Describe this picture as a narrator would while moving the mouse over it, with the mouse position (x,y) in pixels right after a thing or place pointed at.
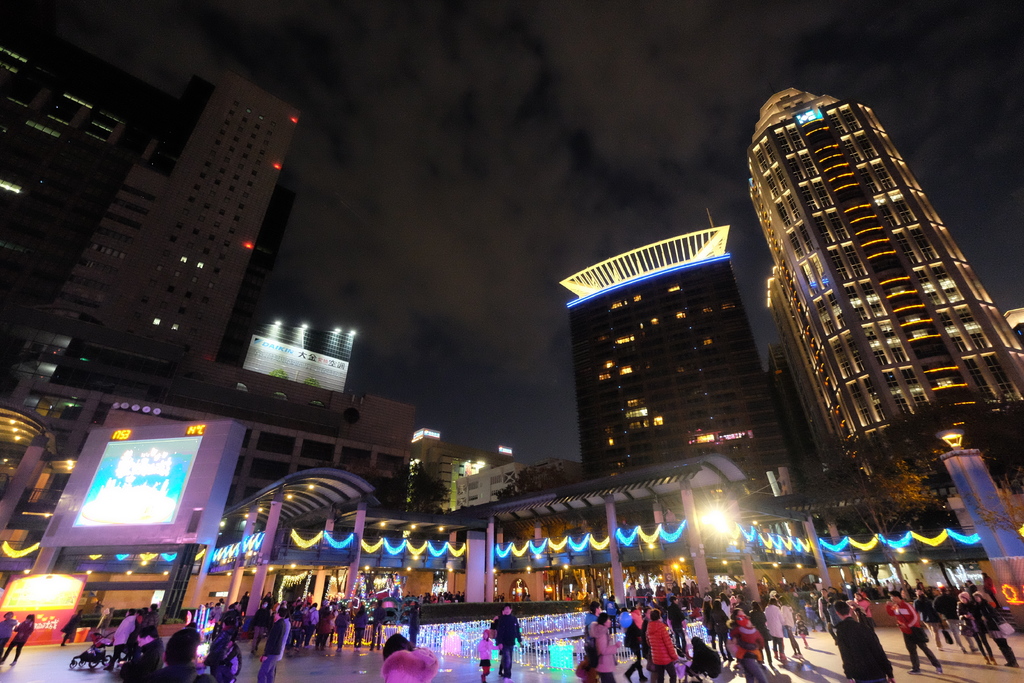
In this picture I can see buildings (610,415) and few people (206,660) walking and I can see a screen (142,475) displaying and few lights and I can see a hoarding (297,359) with some text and I can see sky (830,32).
